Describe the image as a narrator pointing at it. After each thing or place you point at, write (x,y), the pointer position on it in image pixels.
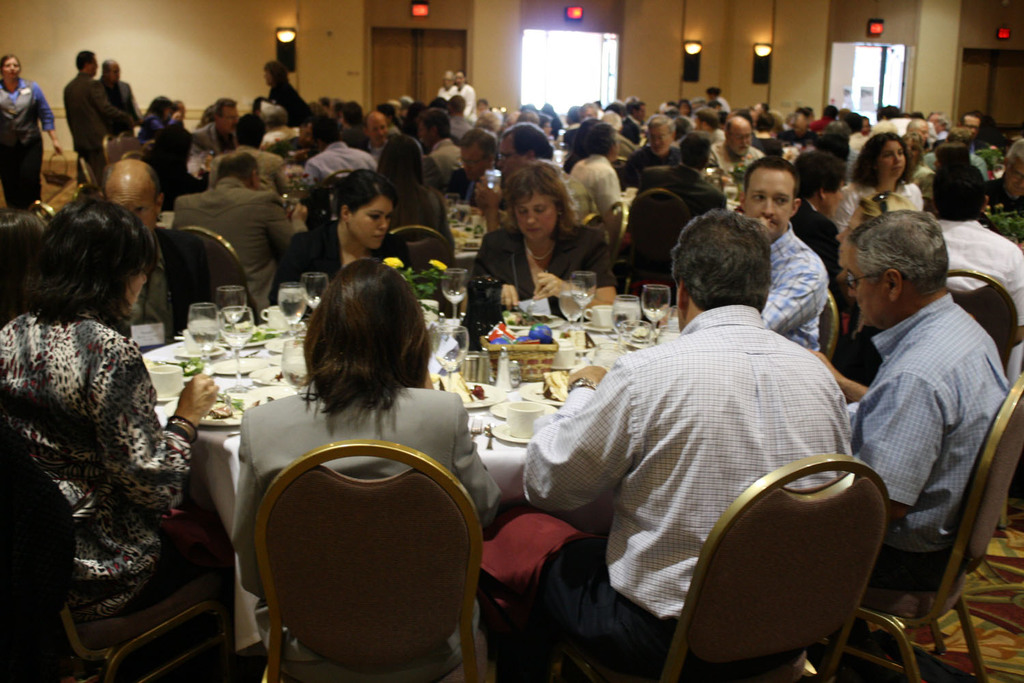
There are many people (705,186) sitting in this room (597,272). There are many chairs (896,593) and table (171,357). On the tables (483,339) there are glasses (209,325), plates (185,362), cups (155,369), and many other items (527,349). In the background (436,43) there is a wall (230,42), lights (286,58), door (560,62) and windows (548,67). Also few people (95,90) are standing on the left corner (71,115).
